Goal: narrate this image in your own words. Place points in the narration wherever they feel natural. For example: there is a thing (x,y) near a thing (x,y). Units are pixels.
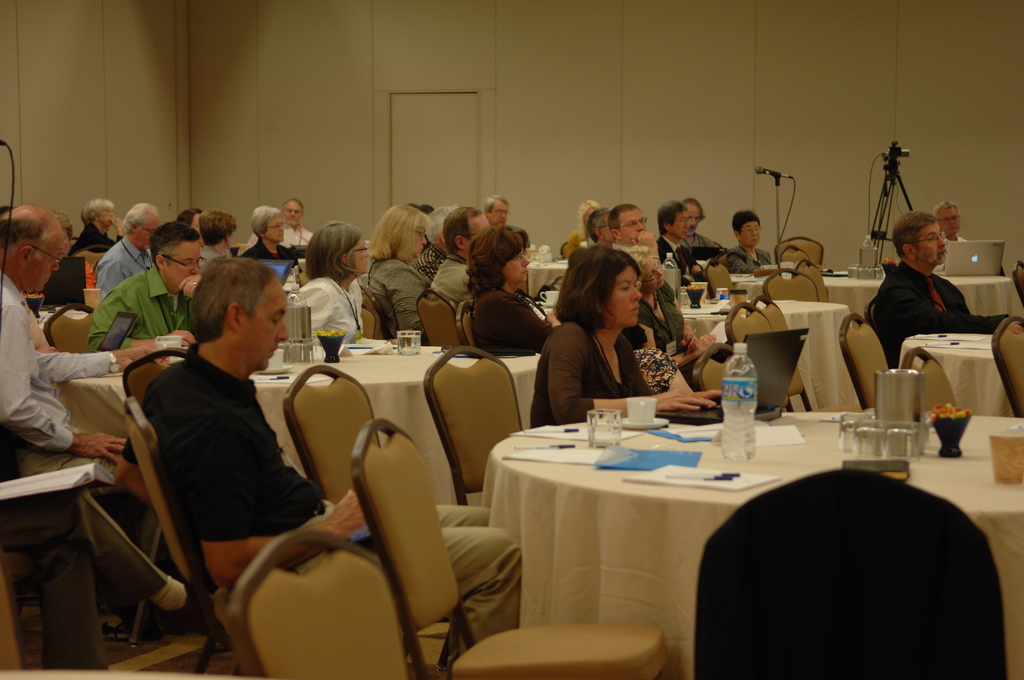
It is a conference, many people (412,324) are sitting and paying attention towards something, there are many tables (542,464) and chairs (335,492), to the right side (901,156) there is a camera (890,166) beside it there is a mic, in the background (730,159) there is a cream color wall (648,110).
